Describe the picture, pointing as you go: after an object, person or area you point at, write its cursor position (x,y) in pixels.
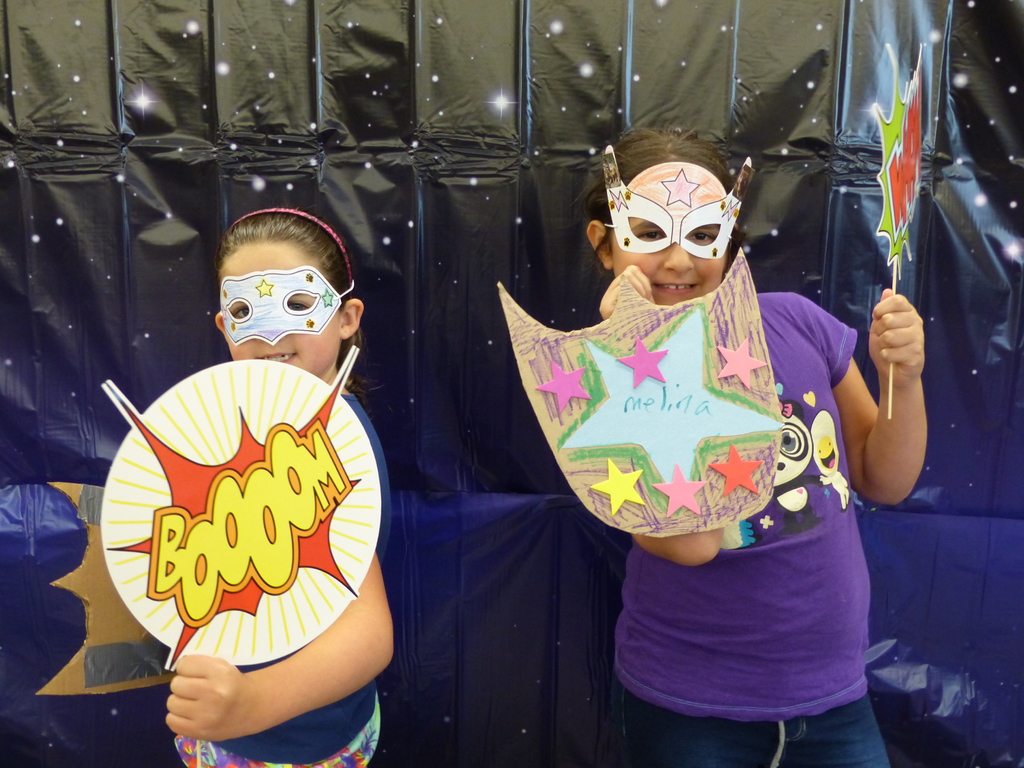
In this picture and I can see couple of girls (305,296) and masks (260,304) on their faces (244,309) and they are holding boards (682,409) in their hands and looks like a cover (766,88) in the background (313,63).
